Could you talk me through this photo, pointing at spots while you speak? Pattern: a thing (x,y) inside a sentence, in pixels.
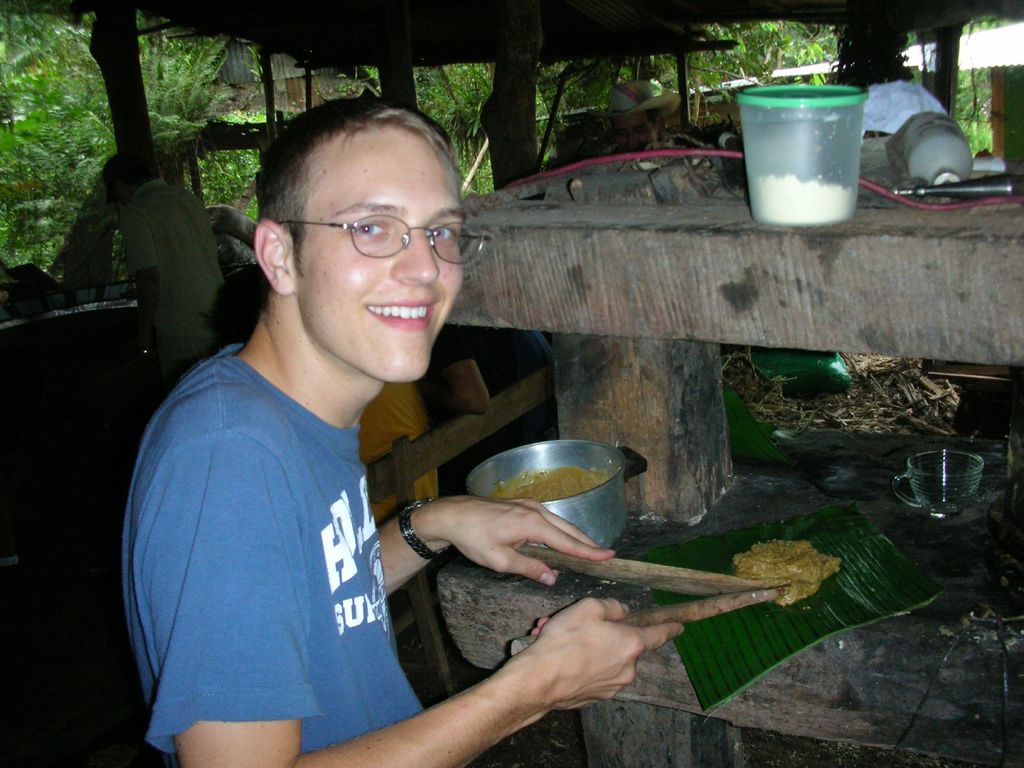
This picture consists of table (684,421), on the table (686,441) I can see bowls (595,492) and wires (879,191) and bottles (795,118) and cups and leaves (778,615) and food item (785,594) in front of it I can see a person (242,413) holding sticks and at the top (220,75) I can see the tent (384,66) and trees (19,101) and under the tree (204,196) I can see a person (188,223), on the right side (994,52) I can see another tent (1009,87).
